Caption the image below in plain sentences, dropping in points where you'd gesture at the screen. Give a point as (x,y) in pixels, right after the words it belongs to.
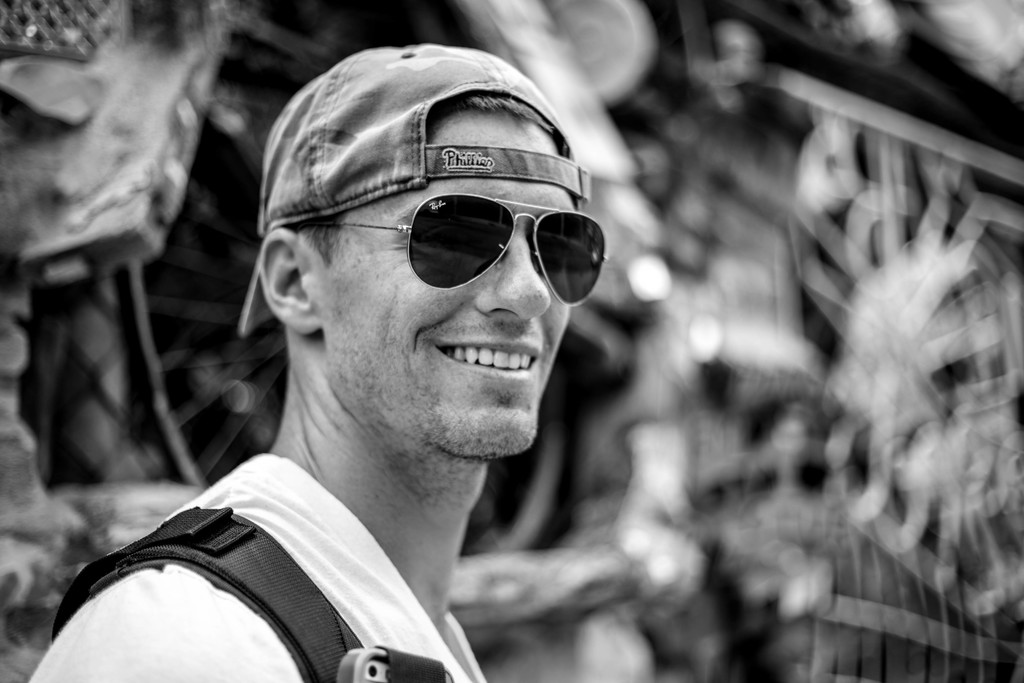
In this image I can see a person (429,331) wearing bag (283,608), cap (394,155) and glasses (512,239). Background (905,465) is blurred. The image is in black and white.
